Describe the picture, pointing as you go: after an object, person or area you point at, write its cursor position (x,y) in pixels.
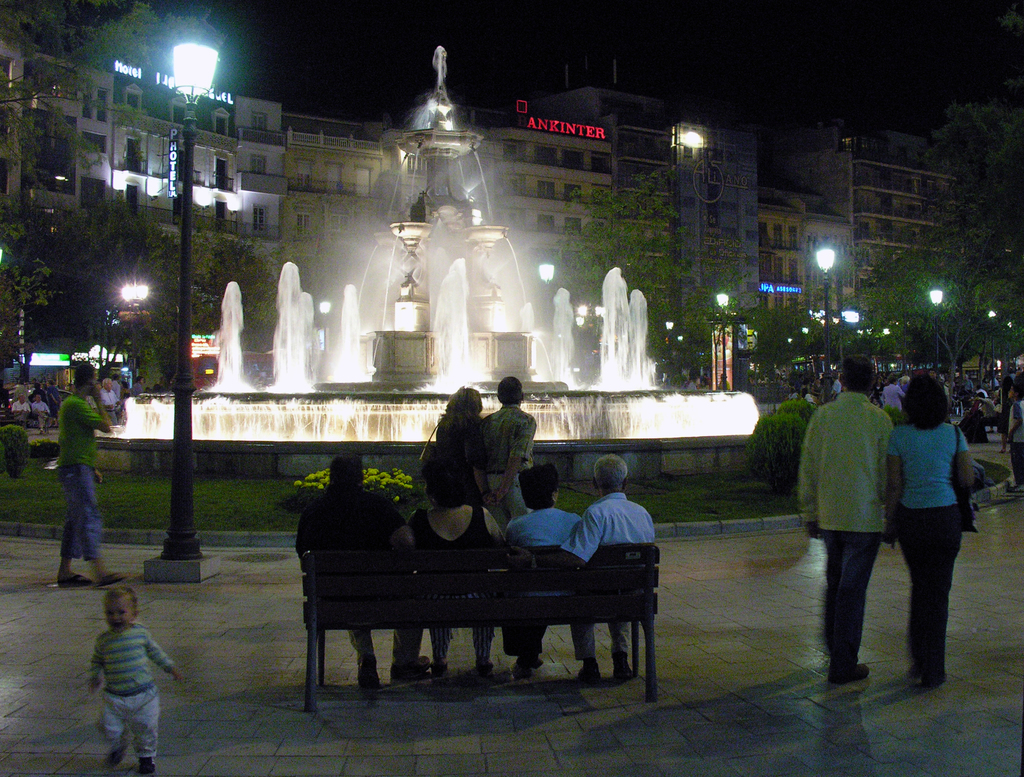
In this image in the front (366,508) there are persons (951,498) walking and sitting. In the center (502,364) there is a pole (186,466) and there is a water fountain (374,336). In the background (695,219) there are buildings (753,219), trees (1008,225), poles (827,290) and there is some text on the buildings (535,151) which is visible.
